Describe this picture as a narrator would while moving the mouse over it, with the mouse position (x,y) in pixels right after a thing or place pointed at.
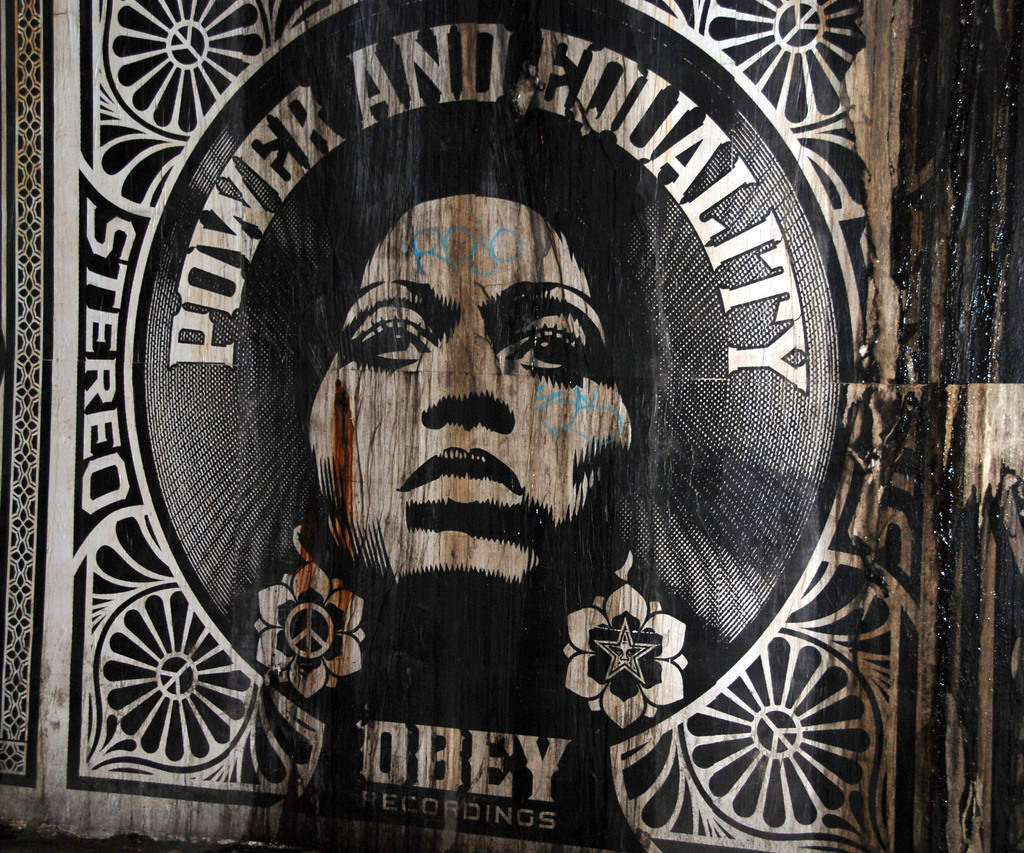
In this picture we can see a poster (854,645) in the front (588,519), in this poster (571,412) we can see a person (543,310), some text (254,218) and designs (151,25).
